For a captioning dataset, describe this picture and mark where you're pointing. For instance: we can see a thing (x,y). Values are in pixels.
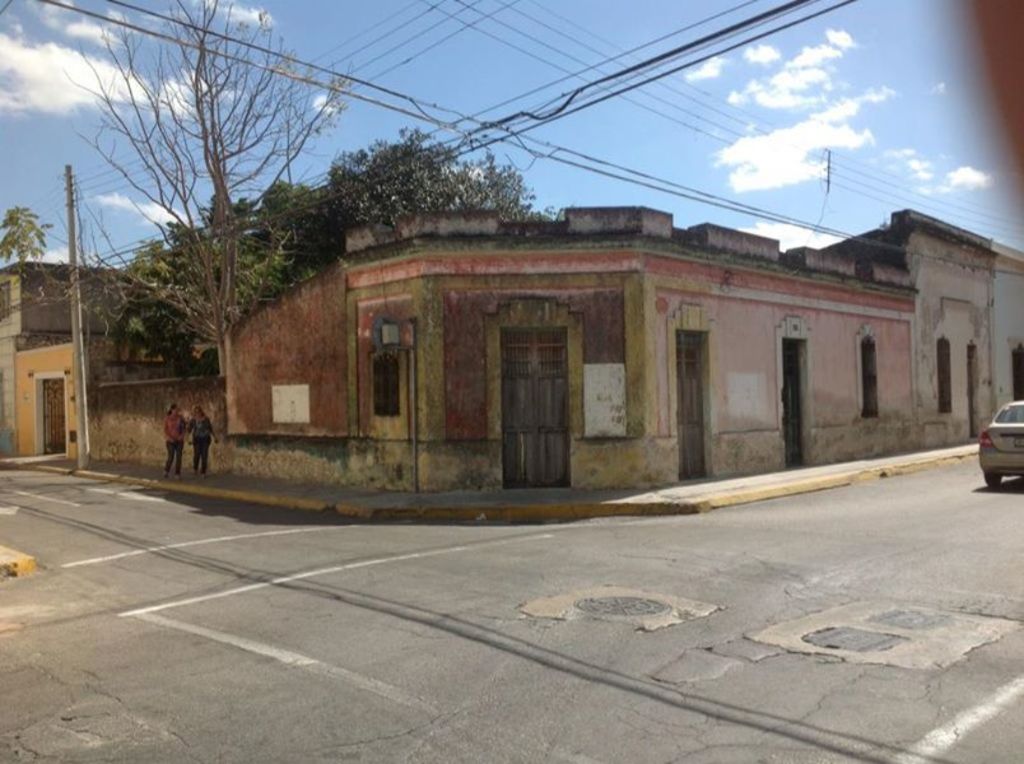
This image is taken outdoors. At the bottom of the image (178,654) there is a road (712,640). On the right side of the image (1002,451) a car (1014,419) is moving on the road (840,549). At the top of the image (922,139) there is a sky (306,104) with clouds (69,84). In the middle of the image (534,391) there is a building (648,397) with walls (738,425), windows (863,409), doors (702,410), roof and a board (290,393) with text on it. Two women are walking on the sidewalk (276,499). There are a few trees (319,265) and a pole (74,266) with wires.
